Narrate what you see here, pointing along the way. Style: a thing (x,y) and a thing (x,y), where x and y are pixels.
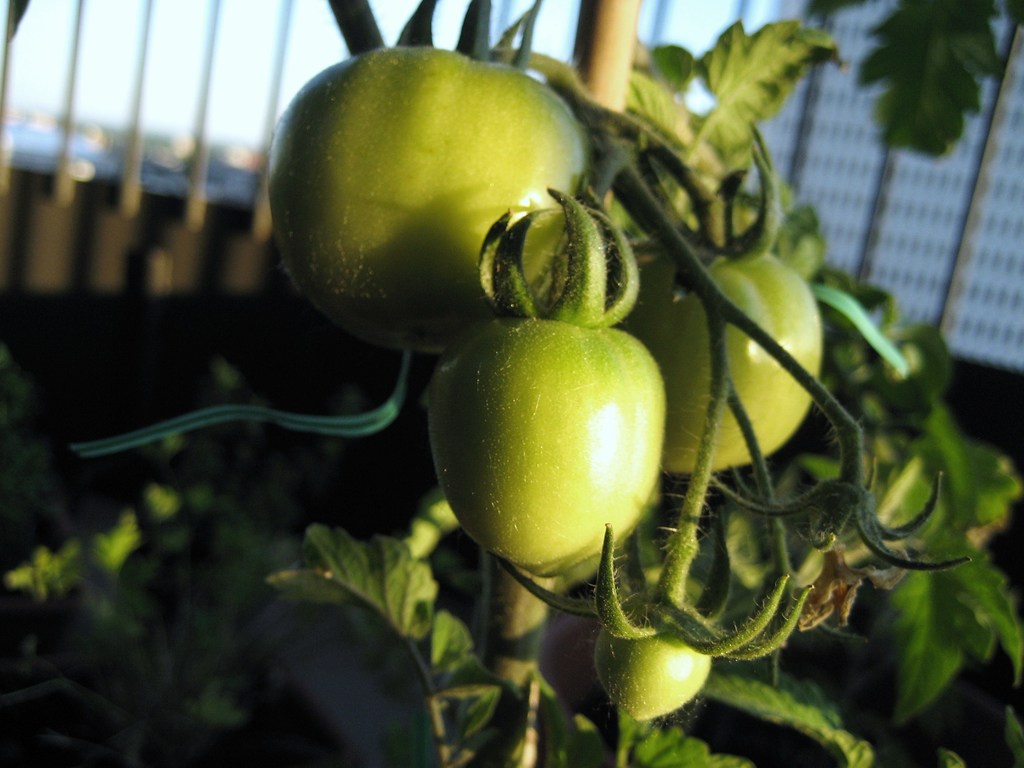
In this picture, we see the plant (527,305) which has tomatoes (604,345). These tomatoes (456,142) are in green color. Behind that, we see the plants (916,581). In the top right (864,156), we see a building (947,208) in white color. In the background (71,46), we see the railing (268,127) and the sky (112,80). This picture is blurred in the background (162,283).
